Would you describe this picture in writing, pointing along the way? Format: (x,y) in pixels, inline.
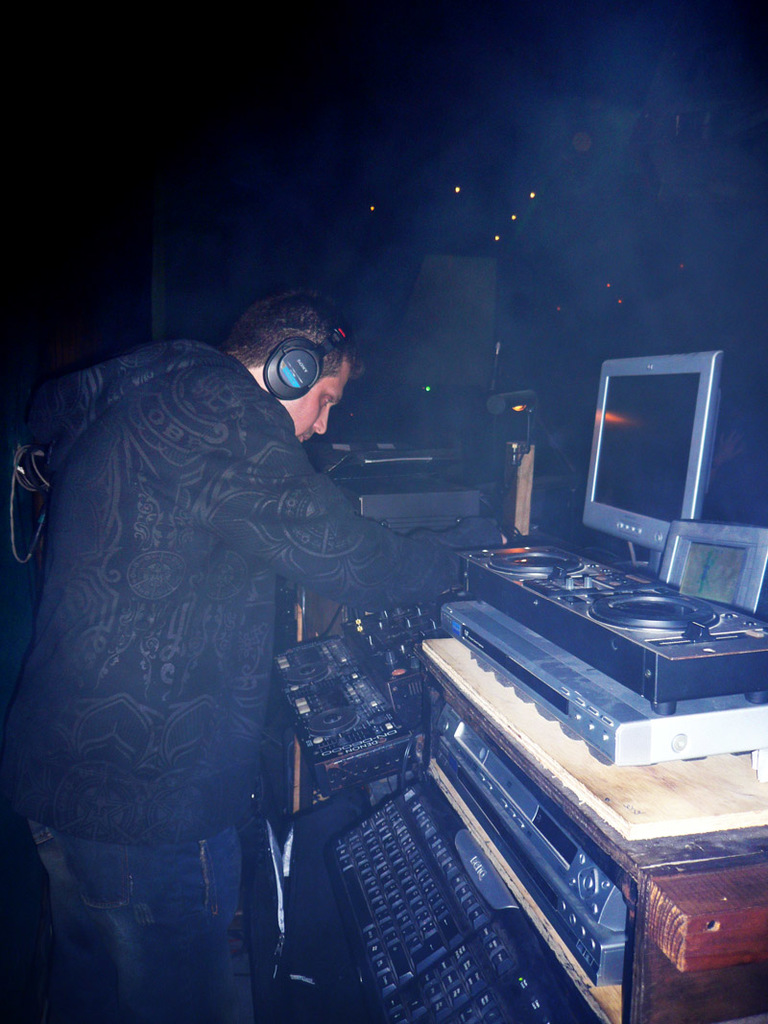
In this image, we can see a person (176,410) wearing headset (277,390) and in the background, there are musical instruments (381,706) and we can see some lights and a monitor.
